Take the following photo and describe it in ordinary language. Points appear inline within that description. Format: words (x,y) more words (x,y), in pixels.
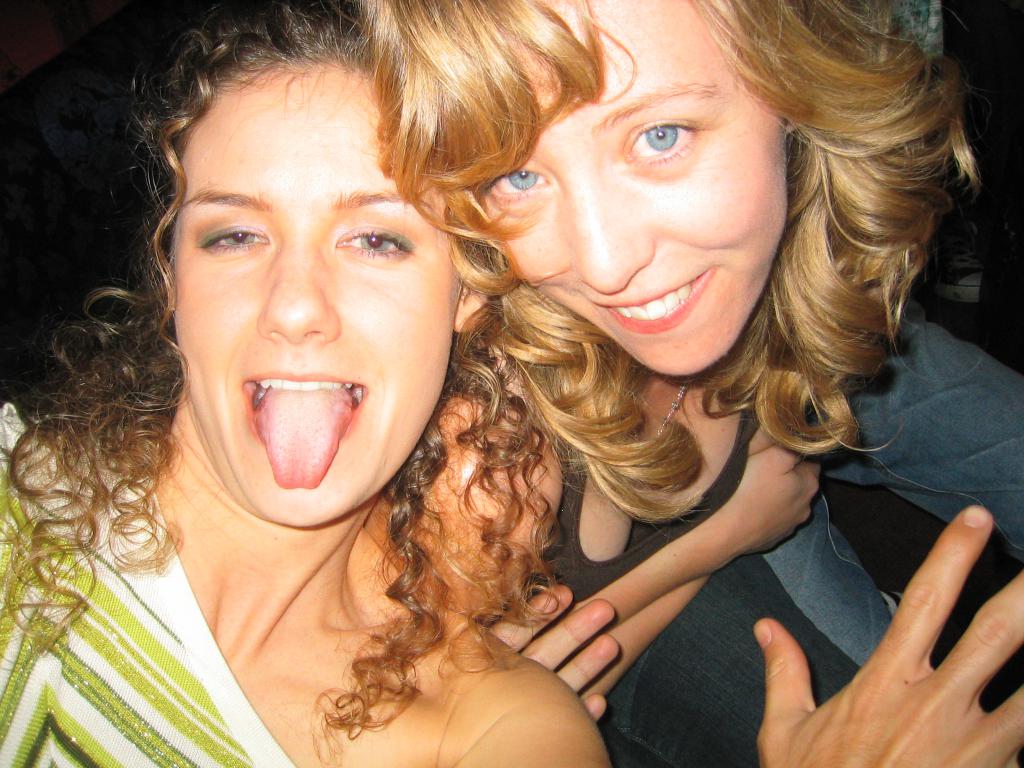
In this image I can see a woman (187,481) wearing green and white dress (122,609) and another woman (645,225) wearing blue and black dress (952,446) and I can see the dark background (1022,226).
